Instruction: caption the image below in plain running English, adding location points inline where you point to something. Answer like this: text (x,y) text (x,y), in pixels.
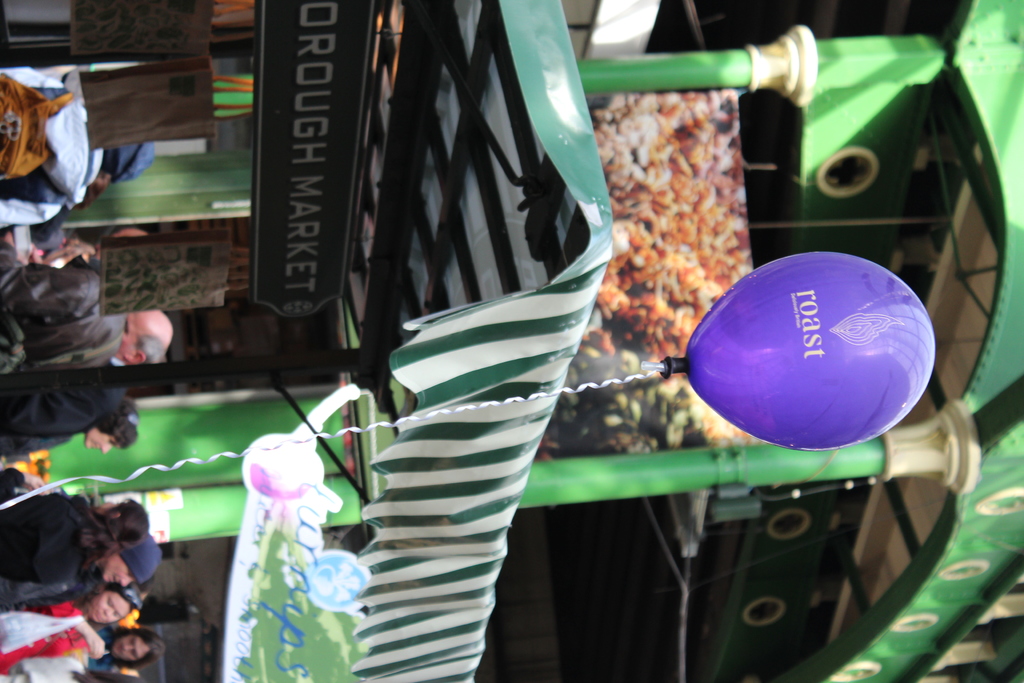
In this image there are a few people (54,366) standing in the market (172,400), in front of the market (282,404), there is a balloon (735,341) with a rope (148,467).
